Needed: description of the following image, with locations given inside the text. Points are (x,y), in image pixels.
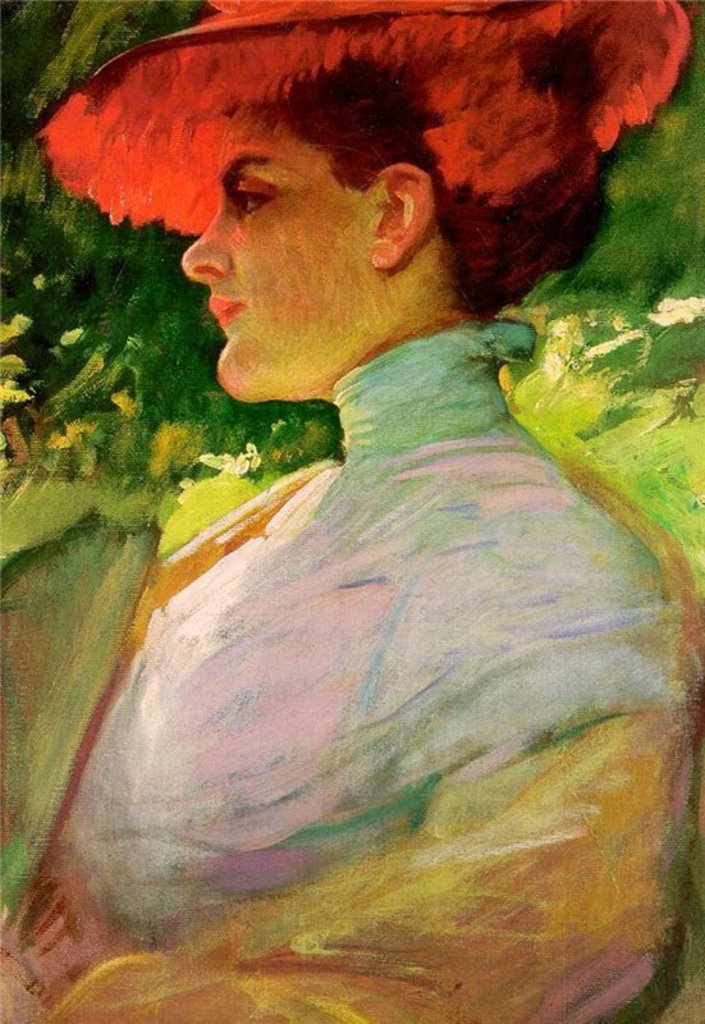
In this picture I can see there is a painting (182,503) here and there is a woman (509,714) in the painting (631,349) and in the backdrop (53,341) there are plants (40,347).
